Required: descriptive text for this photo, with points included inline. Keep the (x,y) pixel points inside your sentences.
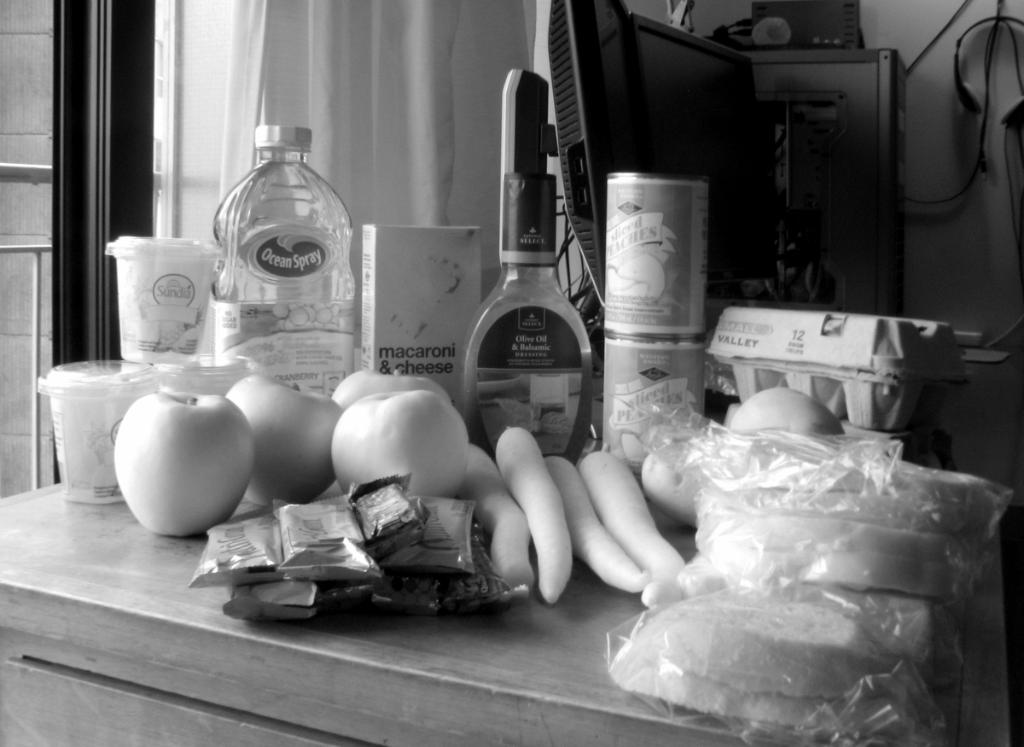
In this image there is a table (421,674) on which there are apples (199,430), radish (547,500), oil bottle (531,320), paper cup (176,323), glass bottle (259,345), packets (338,526), covers (841,538), eggs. In the background (805,178) there is a desktop (737,131) and a cpu (823,66) and headphones (966,102).
